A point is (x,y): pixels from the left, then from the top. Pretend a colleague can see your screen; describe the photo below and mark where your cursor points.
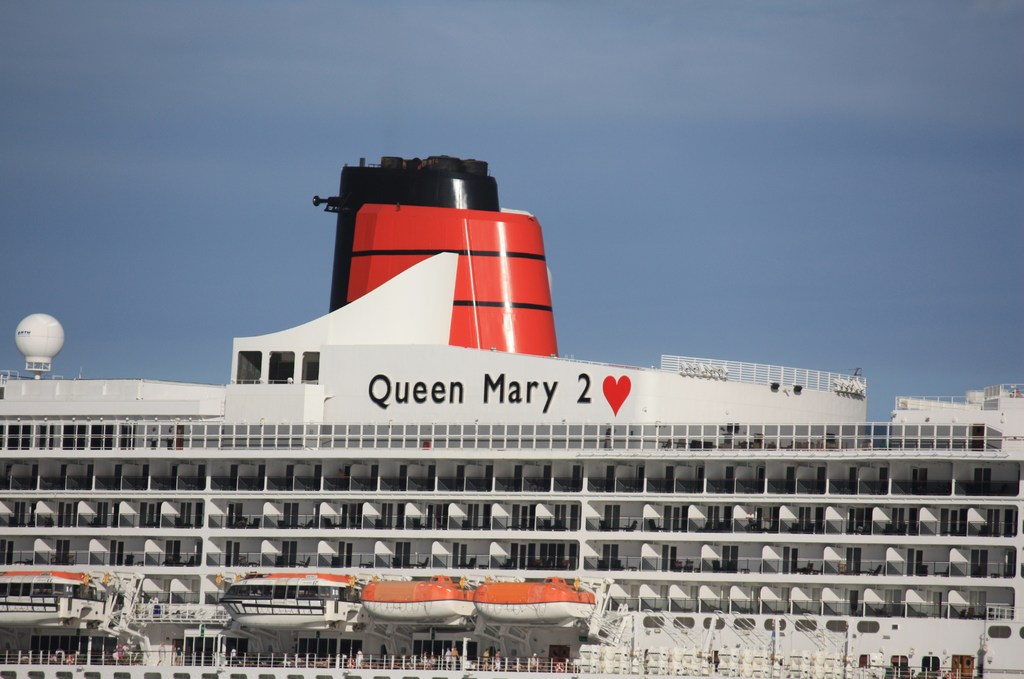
This is a ship (548,540) and a sky (622,129).
